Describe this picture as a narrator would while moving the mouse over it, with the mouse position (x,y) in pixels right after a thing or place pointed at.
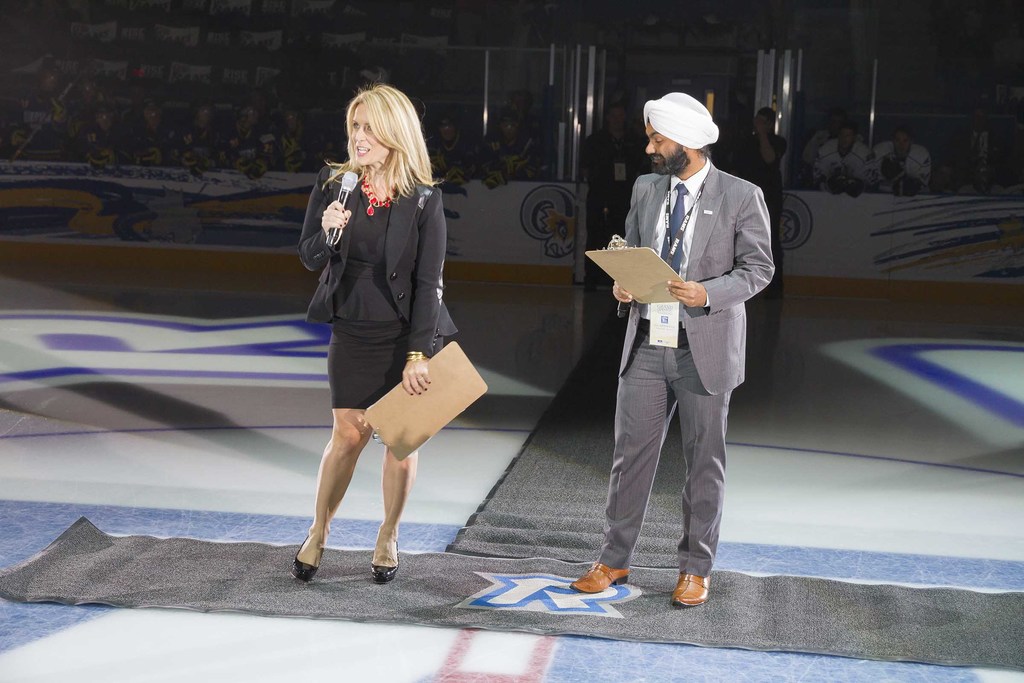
This person (687,304) wore an Id card (676,339) and holding an object (637,246). This woman (438,214) is holding a mic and pad (394,429). Background there are people (101,109).
